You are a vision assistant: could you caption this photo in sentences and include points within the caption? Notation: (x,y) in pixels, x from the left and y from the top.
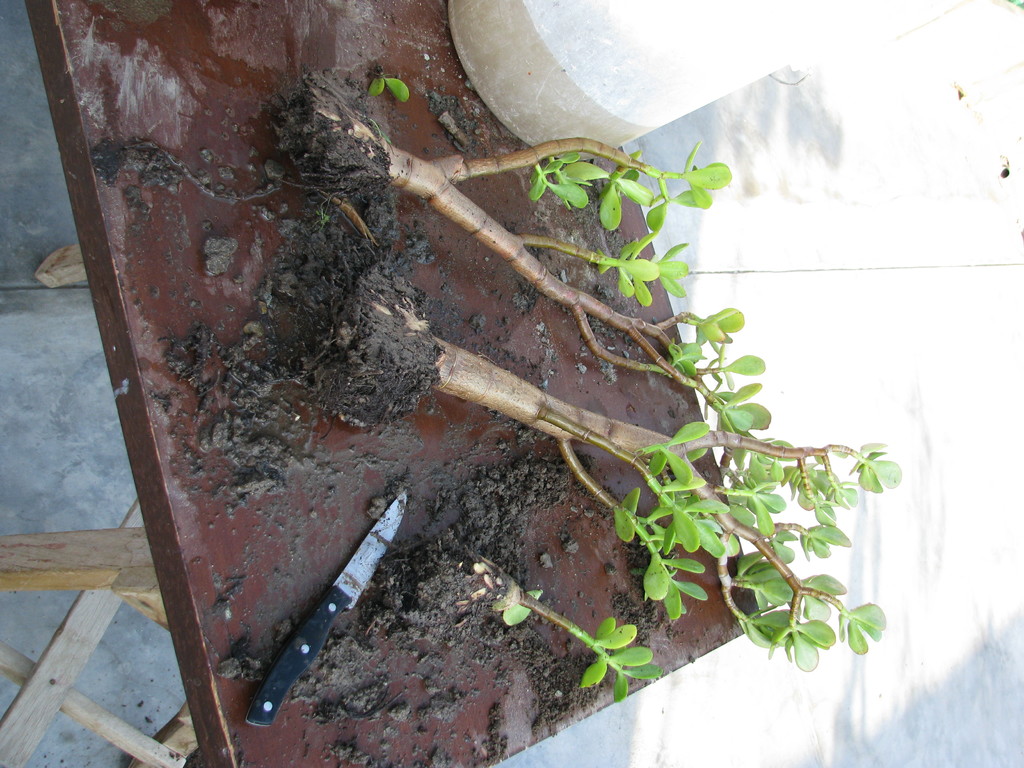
In this image there are two plants (468,381) and a knife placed on top of a table (497,295), beside the plant (427,183) there is a plastic water can (494,91).
